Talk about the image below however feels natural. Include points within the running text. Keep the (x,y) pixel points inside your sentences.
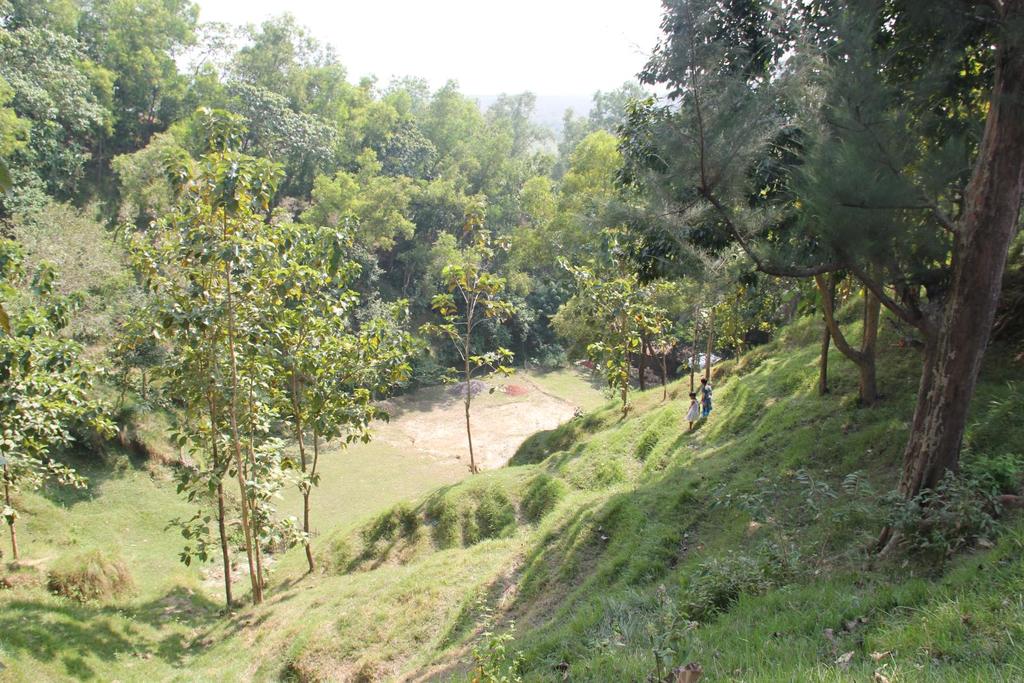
In this image I can see trees (309,414). In the center of the image (480,402) I can see the ground (492,443) with grass (341,483). On the right hand side of the image (828,330) I can see a mountain (664,429) with trees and grass (604,426). I can see two people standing on this mountain (625,449). At the top of the image (385,48) I can see the sky (400,49).
